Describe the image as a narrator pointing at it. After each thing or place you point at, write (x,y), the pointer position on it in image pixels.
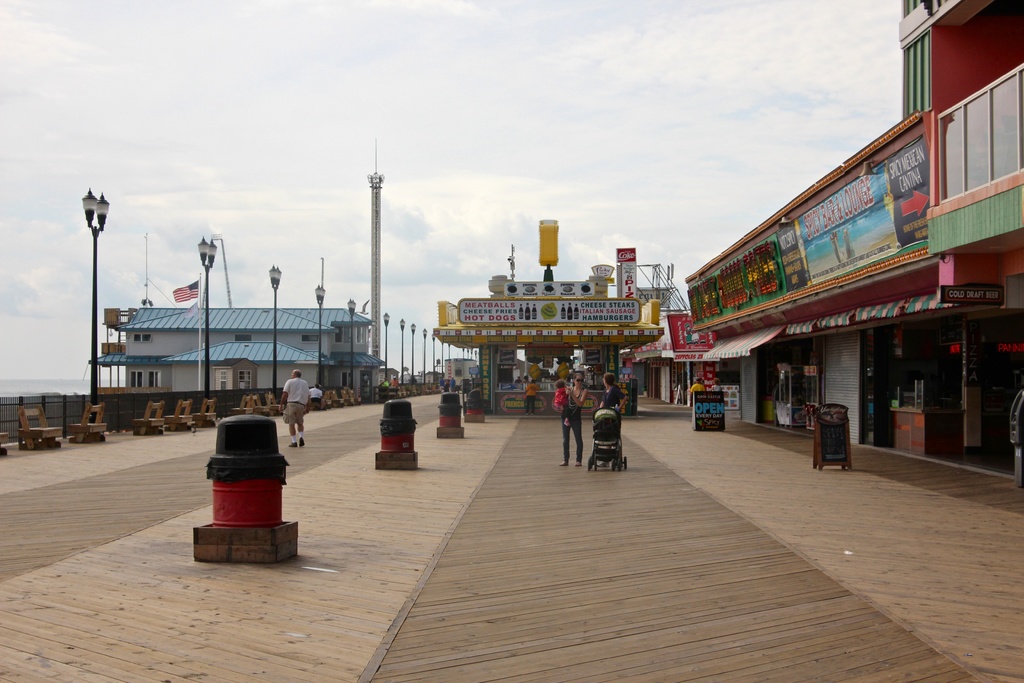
In this picture, we can see a few people (311,398), and we can see the ground (491,447) with some objects (571,356) like benches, baby trolley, store (544,299), posters (824,224) with text (765,274), buildings (747,310), poles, flag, and the sky (422,176) with clouds (413,212).
